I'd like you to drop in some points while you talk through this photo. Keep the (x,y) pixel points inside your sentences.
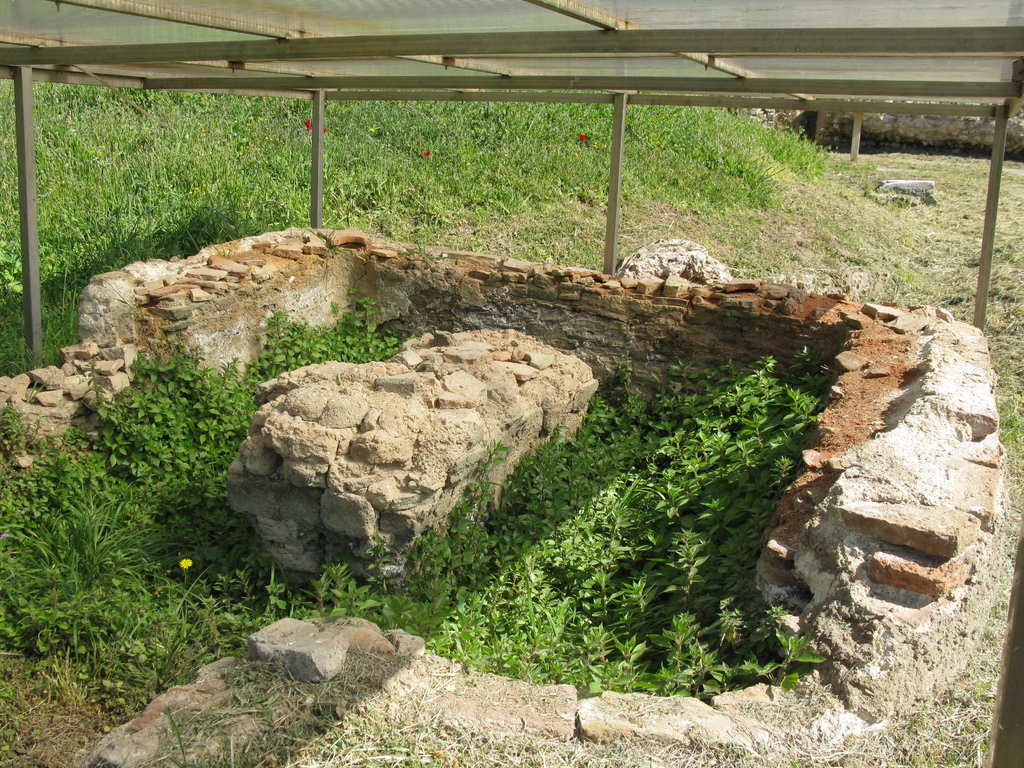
In the image there is a brick wall (436,450) in the middle (412,454) with plants (618,425) and grass (402,123) on all sides of it on the land (611,117) and above its a roof (598,32).
